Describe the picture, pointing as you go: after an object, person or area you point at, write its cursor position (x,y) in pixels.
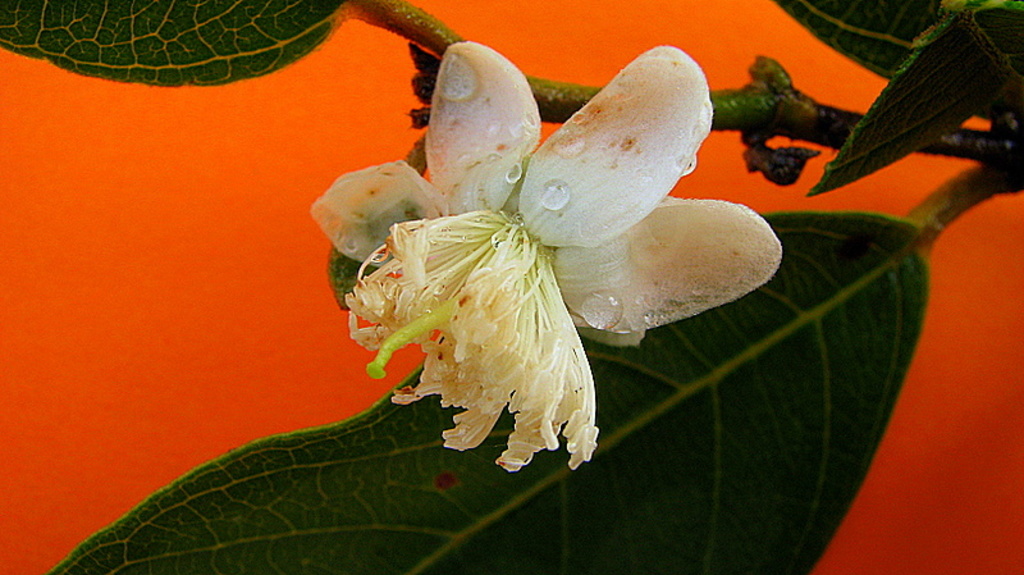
The picture consists of leaves (797,400), stems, flower (569,255). On the flower (547,193) we can see water droplets (561,185). In the background (190,205) it is red.
